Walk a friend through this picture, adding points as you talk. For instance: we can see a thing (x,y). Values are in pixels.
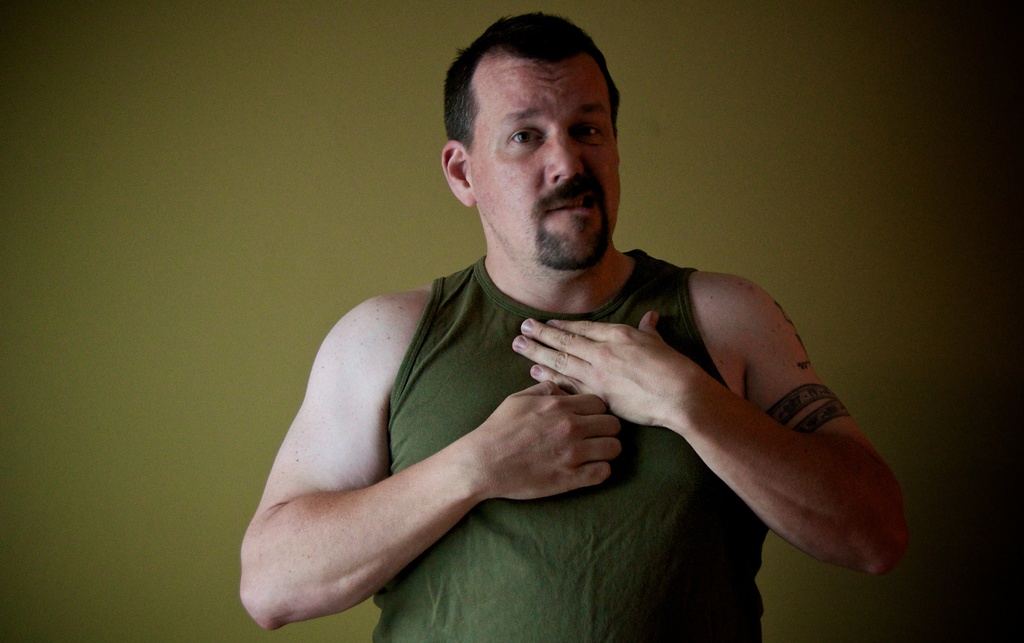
There is one person (513,493) standing and wearing a green color top (491,378) in the middle of this image (448,404), and there is a green color wall (395,203) in the background (823,205).
